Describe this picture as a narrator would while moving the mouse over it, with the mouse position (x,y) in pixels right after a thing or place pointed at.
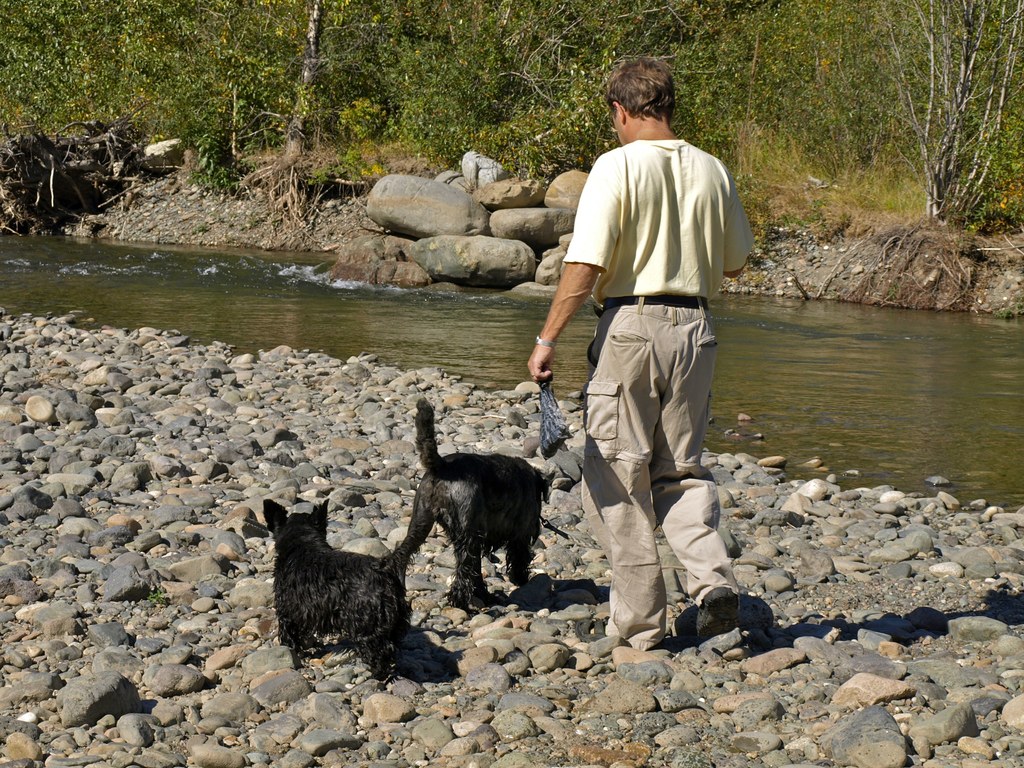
In the image there is a man (662,271) walking on stone pebbles (244,604) and there are two black puppies (394,574) near him. Beside him there is a river (791,402) flowing and at the back (464,60) there are trees (341,104).
